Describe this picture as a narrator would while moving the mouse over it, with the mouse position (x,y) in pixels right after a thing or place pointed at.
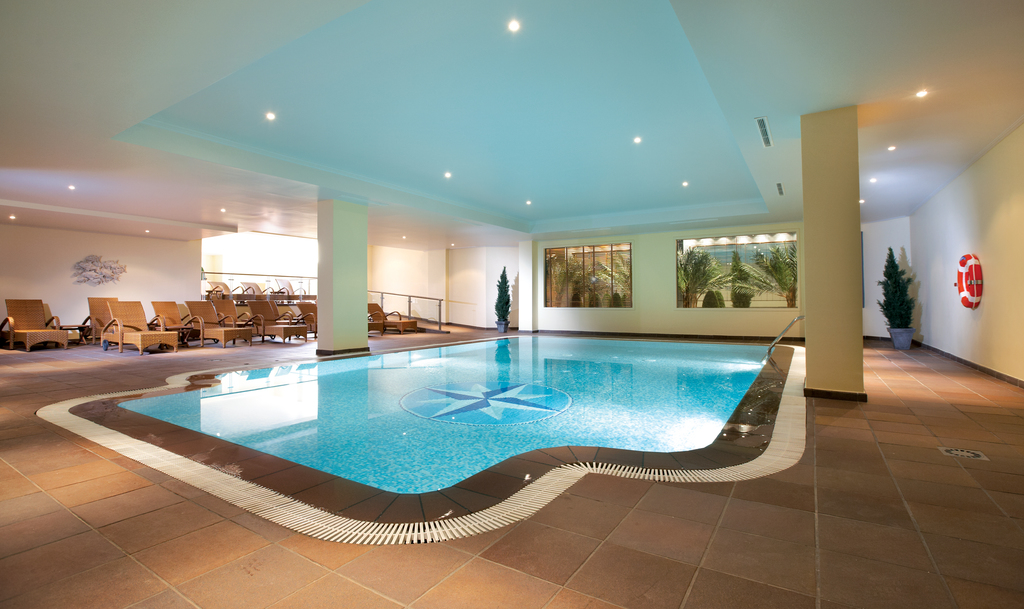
In this image I can see a swimming pool (493,367) in the centre (604,381). In the background (559,255) I can see number of plants (563,286) and on the left side (20,302) I can see number of chairs (202,325). On the right side of the image (958,270) I can see a red colour thing (977,298) on the wall (907,262) and I can also see number of lights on the ceiling (532,113).
